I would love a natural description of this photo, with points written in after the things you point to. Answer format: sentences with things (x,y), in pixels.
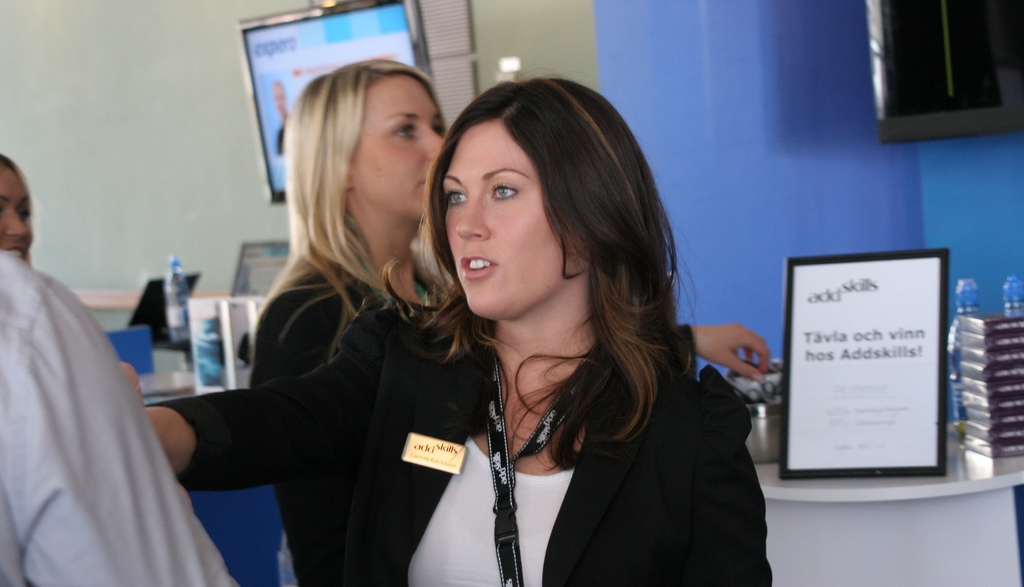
In the foreground of the picture (441,372) there is a woman (486,455) wearing a black jacket (438,414). On the left (21,282) there are two persons (52,412). Behind the women (617,189) there is a woman (368,197) standing. On the right (864,492) there is a desk (859,483), on the desk (854,497) there are water bottles (974,289), name board (844,378), bowls (765,399) and other objects (764,384). The background (217,343) is blurred. In the background (213,329) towards the left (170,386) there is a desk (157,382), on the desk (190,382) there are name plates (207,312), water bottle (178,331). In the background (228,67) there is a television (342,34) and wall (480,67).
